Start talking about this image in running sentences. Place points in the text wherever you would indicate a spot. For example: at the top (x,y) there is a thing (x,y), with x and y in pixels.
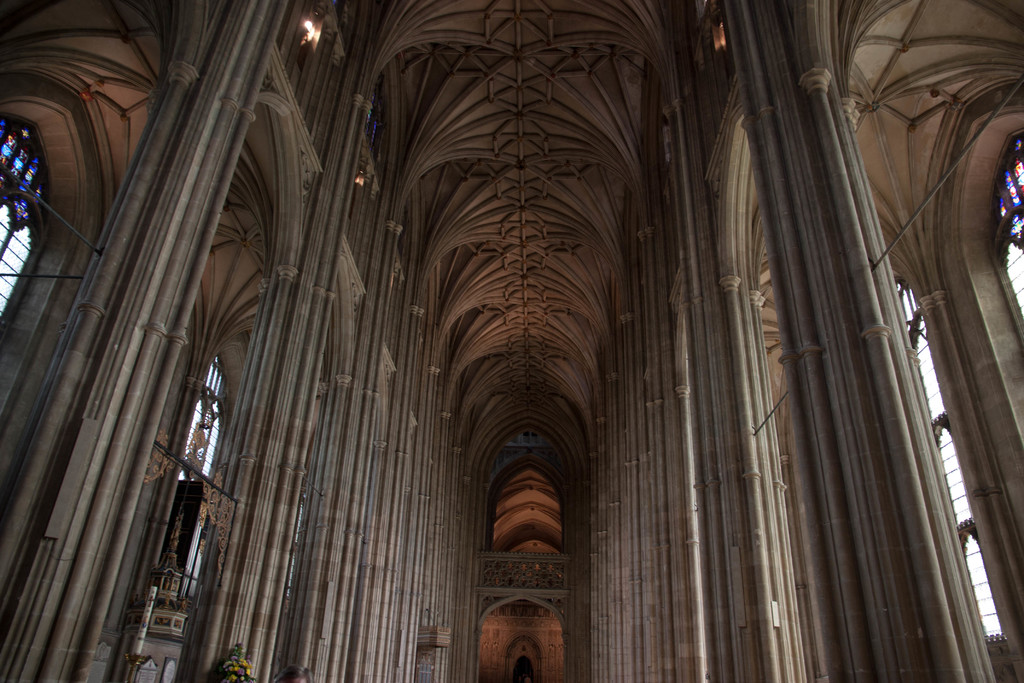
In this image we can see inside of a building (765,462). There are pillars (95,380), windows (20,163) and arches (517,528). Also there are lights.
